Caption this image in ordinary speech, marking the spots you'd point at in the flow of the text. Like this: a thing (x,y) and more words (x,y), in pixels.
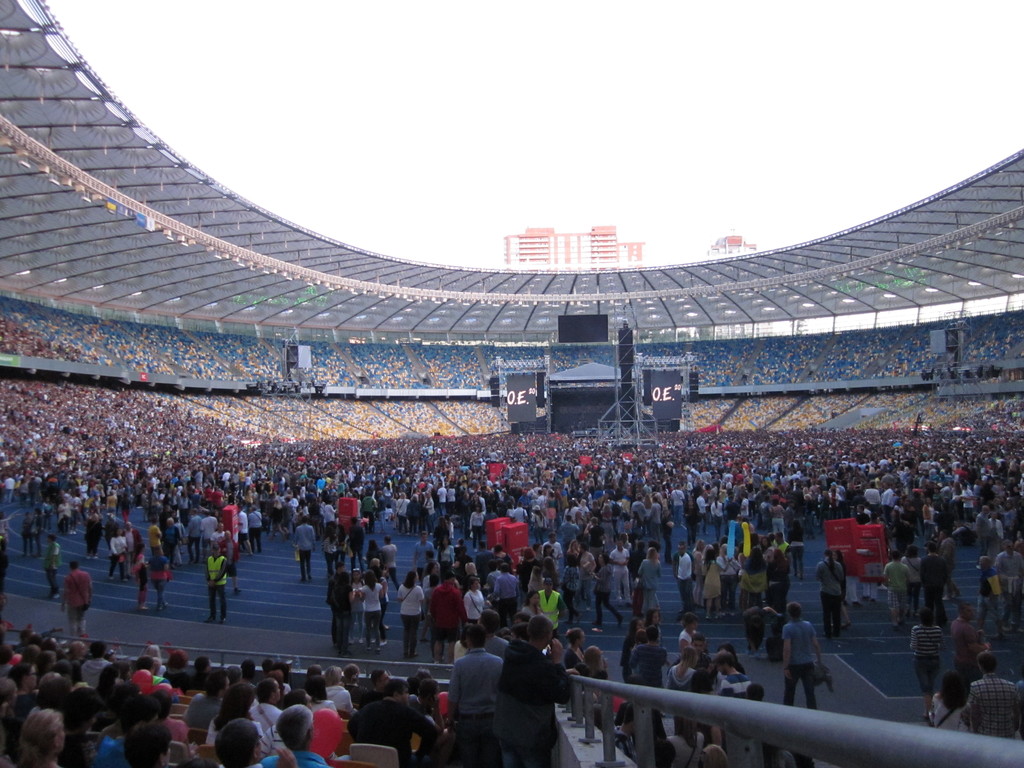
In this image there is a stadium (40,283) as we can see in this total image. There is a crowd (797,620) in middle (624,460) and bottom of this image (610,578). There is a stage (605,426) at middle of this image (605,404). There is a sky (517,120) at top of this image (517,120).
